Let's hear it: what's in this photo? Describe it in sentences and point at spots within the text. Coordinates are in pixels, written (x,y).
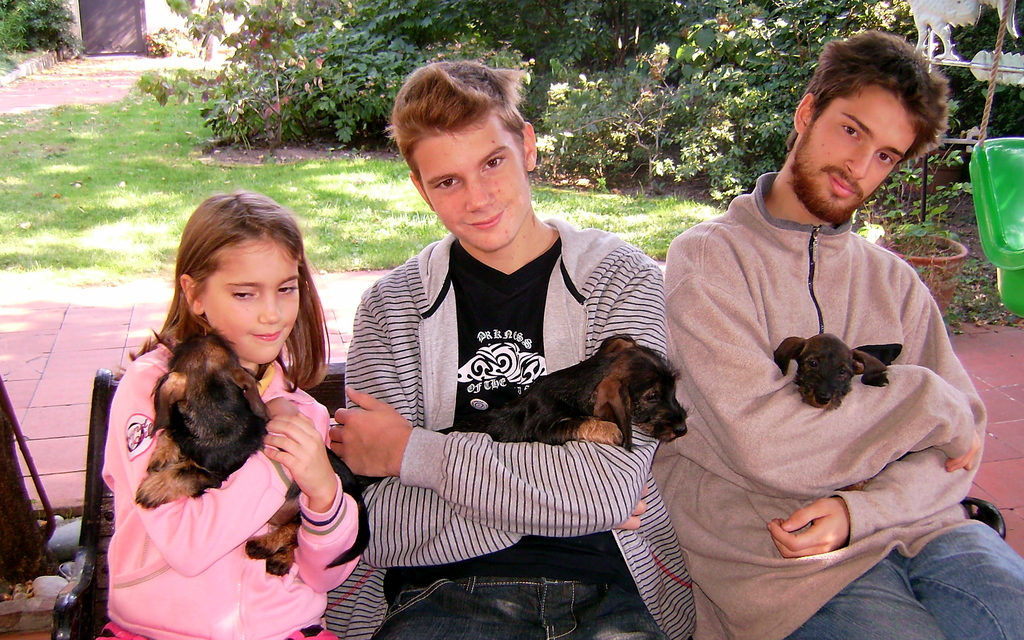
In the image there are three people (581,444) sitting they are holding dogs (628,408) in their hands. In the background (316,113) there are trees (259,107), a swing (1003,213) and grass (119,177).
